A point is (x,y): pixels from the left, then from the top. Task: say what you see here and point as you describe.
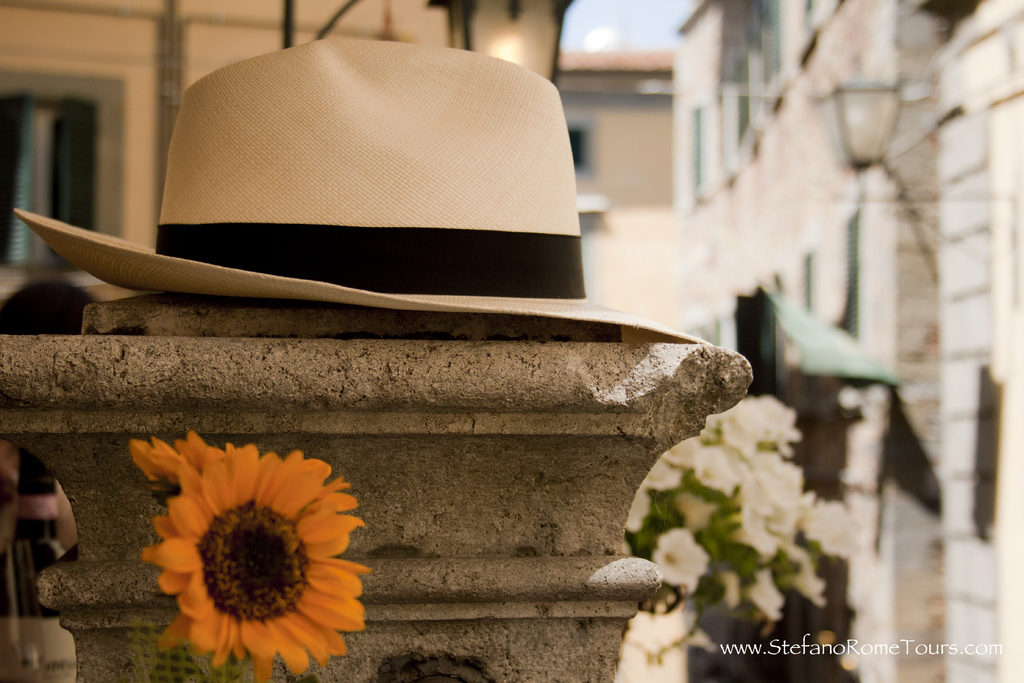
In this image I can see a hat (239,210) and flowers (245,582). Here I can see a watermark (799,651). The background of the image (744,621) is blurred. In the background (609,159) I can see buildings (609,159).
